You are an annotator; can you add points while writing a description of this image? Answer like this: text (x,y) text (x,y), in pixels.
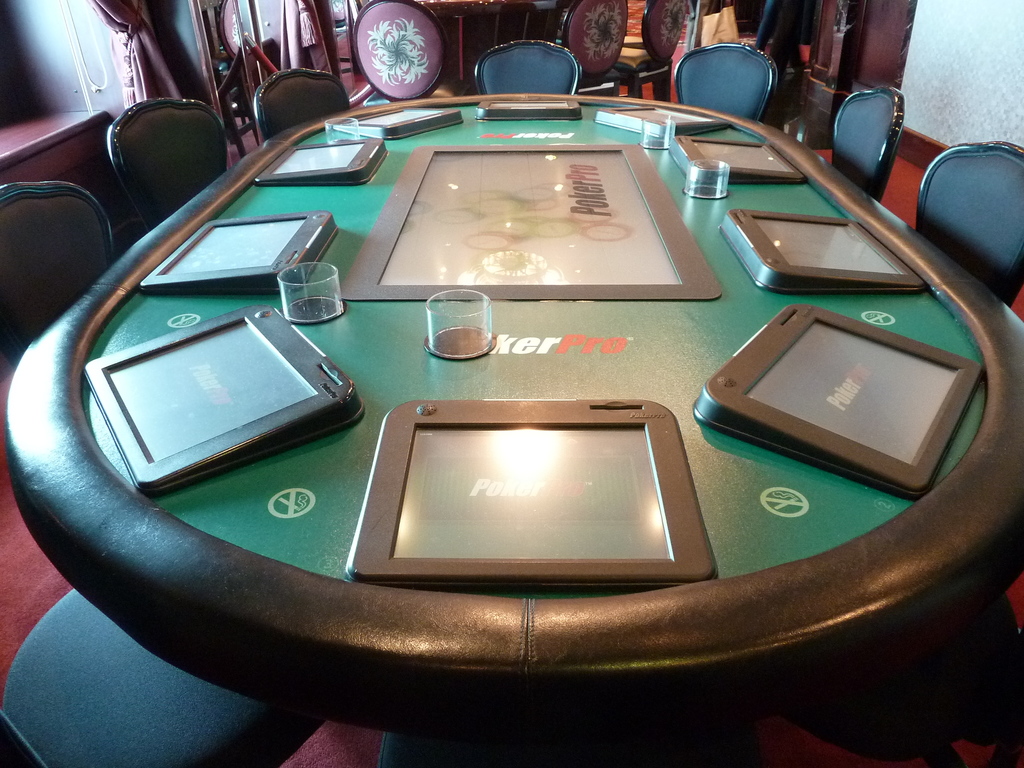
In the picture we can see a table (699,602) on it we can see some screens (665,244) and some glasses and around the table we can see chairs (115,650) and beside we can see a wall (1002,89) and curtains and in the background (661,43) we can see some chairs (661,43) with some design (386,62) on it.
